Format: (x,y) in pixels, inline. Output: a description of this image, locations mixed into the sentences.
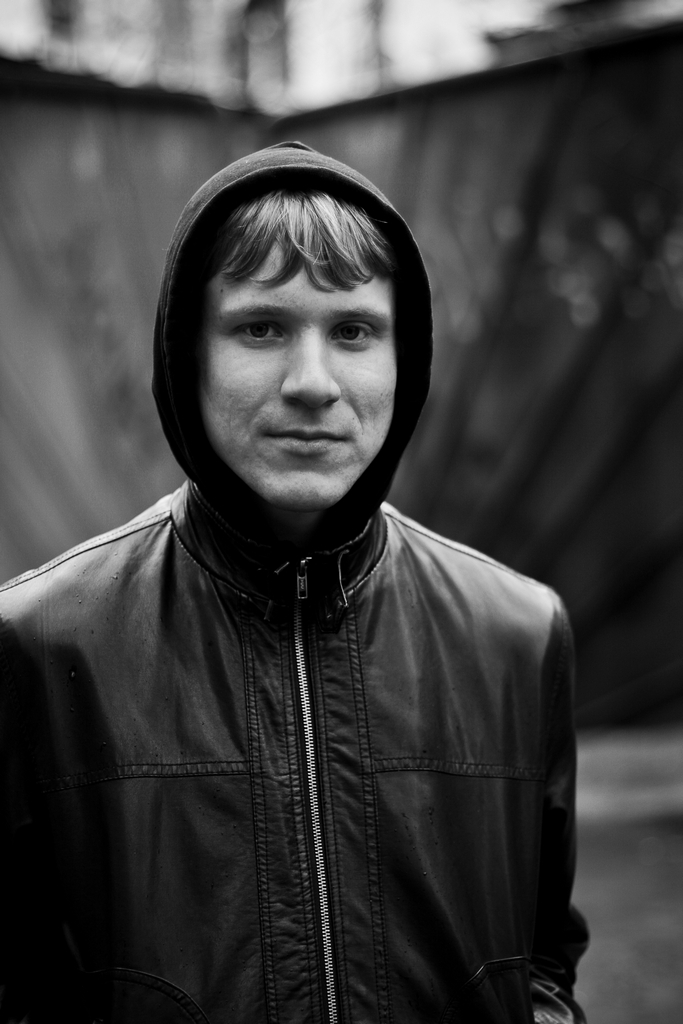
This is black and white image, we can see a person (289,375), and the blurred background (652,323).
